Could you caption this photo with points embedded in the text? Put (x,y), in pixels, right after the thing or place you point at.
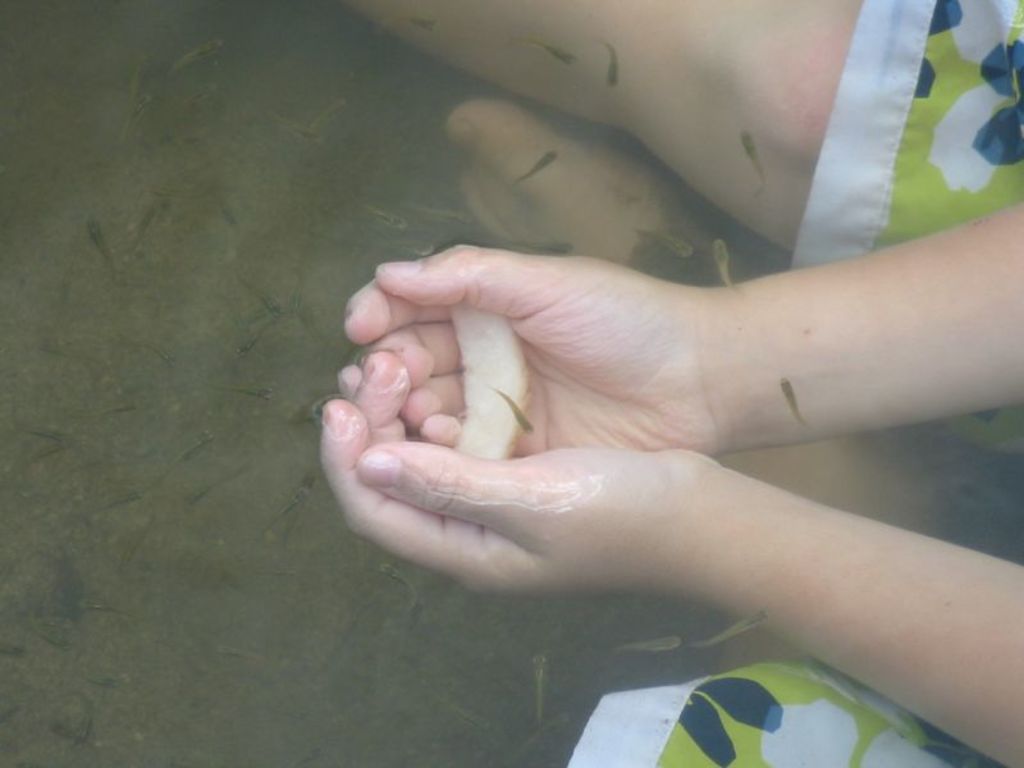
In this image there is a person (422,319) in the water body (214,459) holding something. In the water (277,396) there are many small fishes (529,170).
